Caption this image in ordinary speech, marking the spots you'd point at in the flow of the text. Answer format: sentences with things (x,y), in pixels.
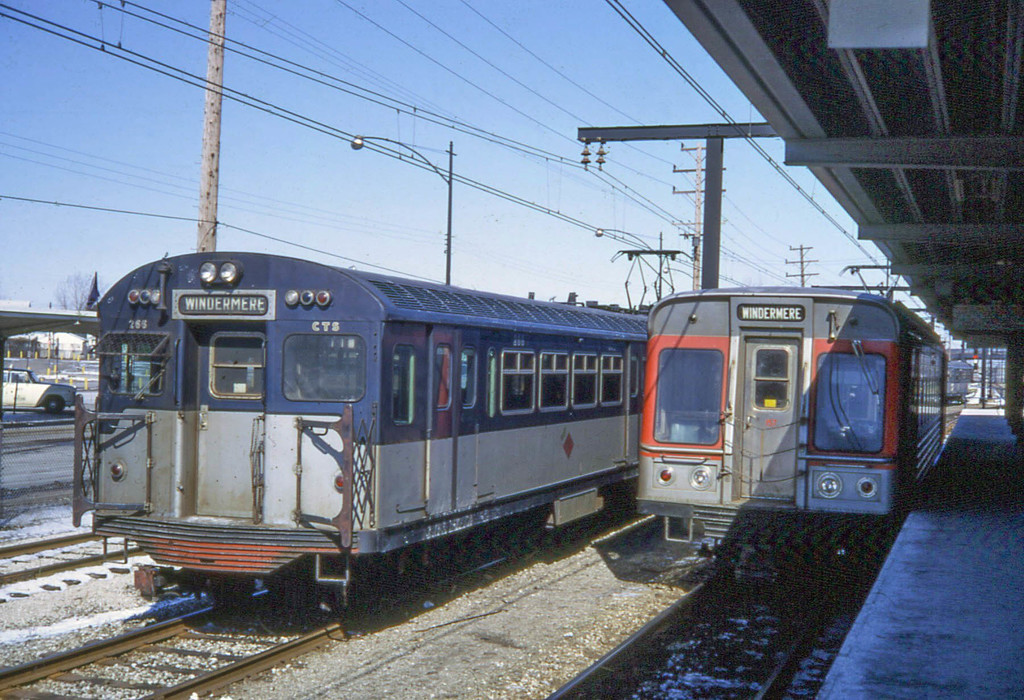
In this image we can see the trains (233,416), transmission towers (683,166), metal frame (775,89), platform (940,659), trees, at the top (521,174) we can see the sky (266,153).
